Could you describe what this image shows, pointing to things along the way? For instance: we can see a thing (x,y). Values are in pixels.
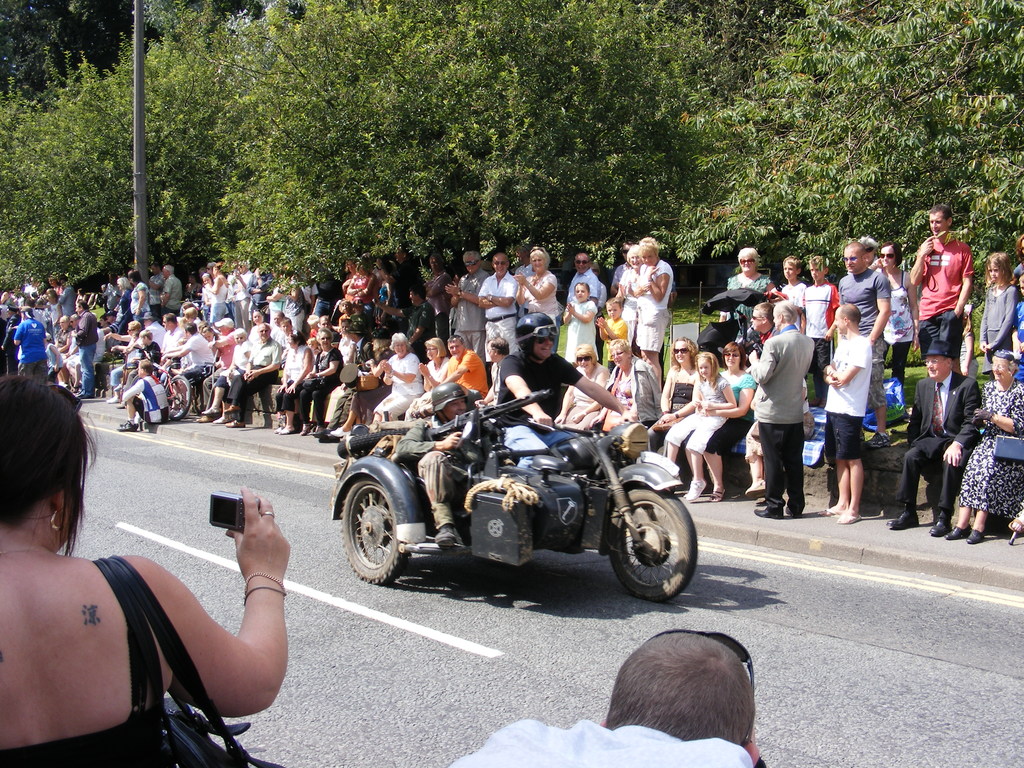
In this picture we can see a crowd of people (880,305) and watching at two men (504,393) one is riding motorcycle (553,455) and other is holding gun (461,427) in his hand (459,441) and on left side (100,572) we can see a woman (54,627) clicking image and above this we have tree (389,77), pole (139,169).
